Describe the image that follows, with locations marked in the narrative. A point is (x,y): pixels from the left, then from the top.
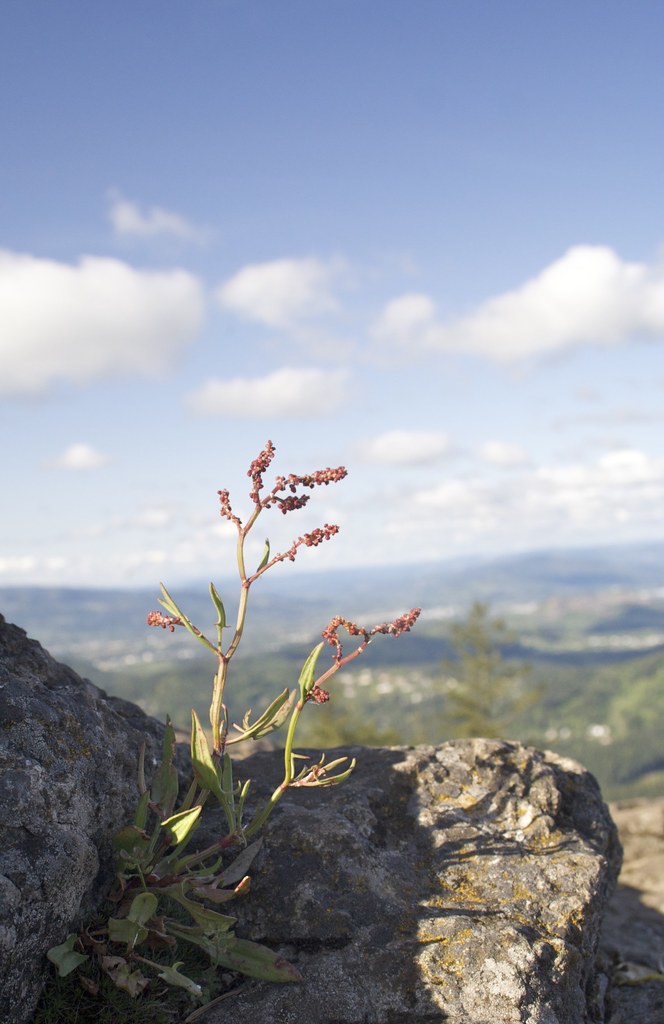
In this picture we can see a rock (504,905) and a plant (238,784) in the front (249,785), in the background (399,656) there are some plants (641,703), we can see the sky (486,414) and clouds (463,345) at the top of the picture (414,239).
